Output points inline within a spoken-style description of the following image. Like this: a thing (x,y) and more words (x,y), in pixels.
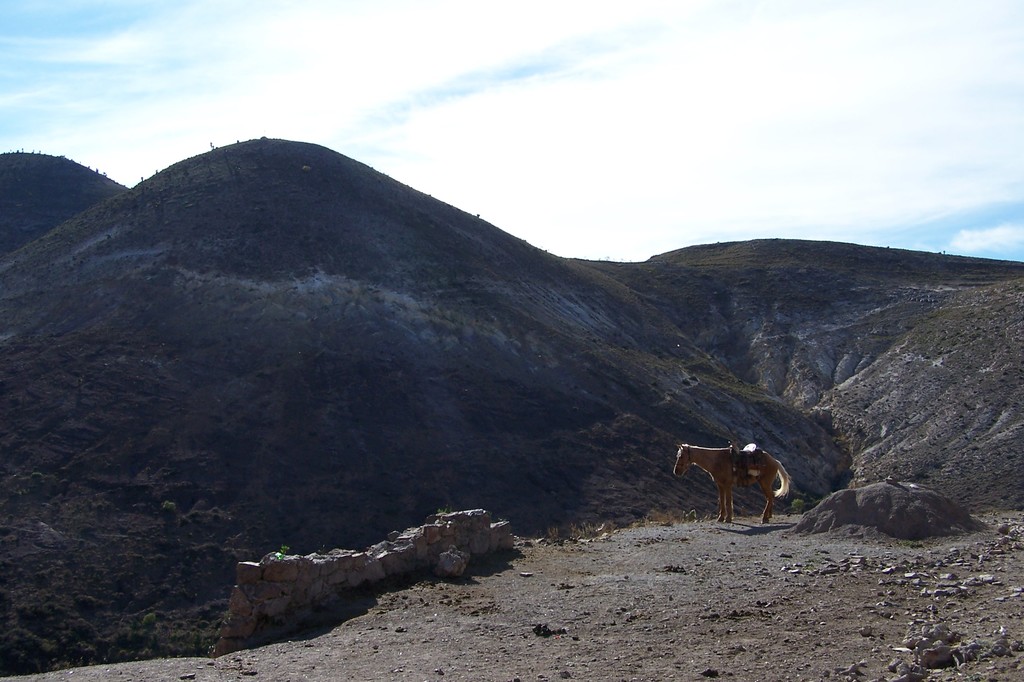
In this image we can see a horse (748,483) on the ground (753,527). We can also see some stones (933,606), the rocks (440,572), a group of trees (15,608) on the hills (629,407) and the sky (787,110) which looks cloudy.
